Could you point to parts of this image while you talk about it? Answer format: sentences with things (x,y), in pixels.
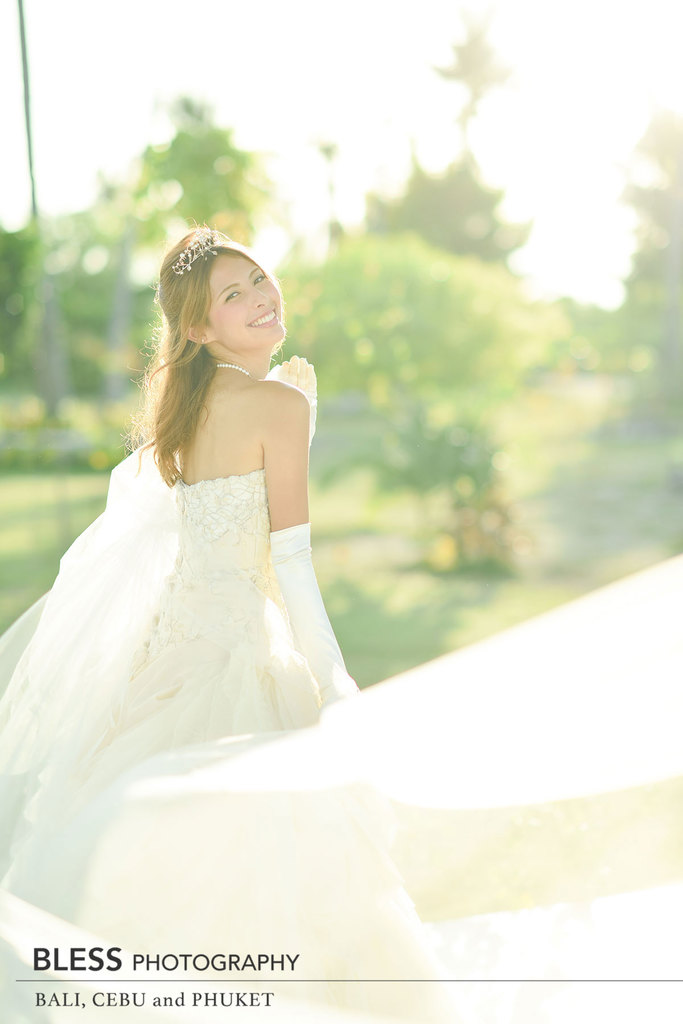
In this picture there is a woman (215,590), wearing white color dress (182,690) and smiling. In the background (134,357) there are trees (113,225) and a pole (24,25). We can observe sky (374,121) here.
